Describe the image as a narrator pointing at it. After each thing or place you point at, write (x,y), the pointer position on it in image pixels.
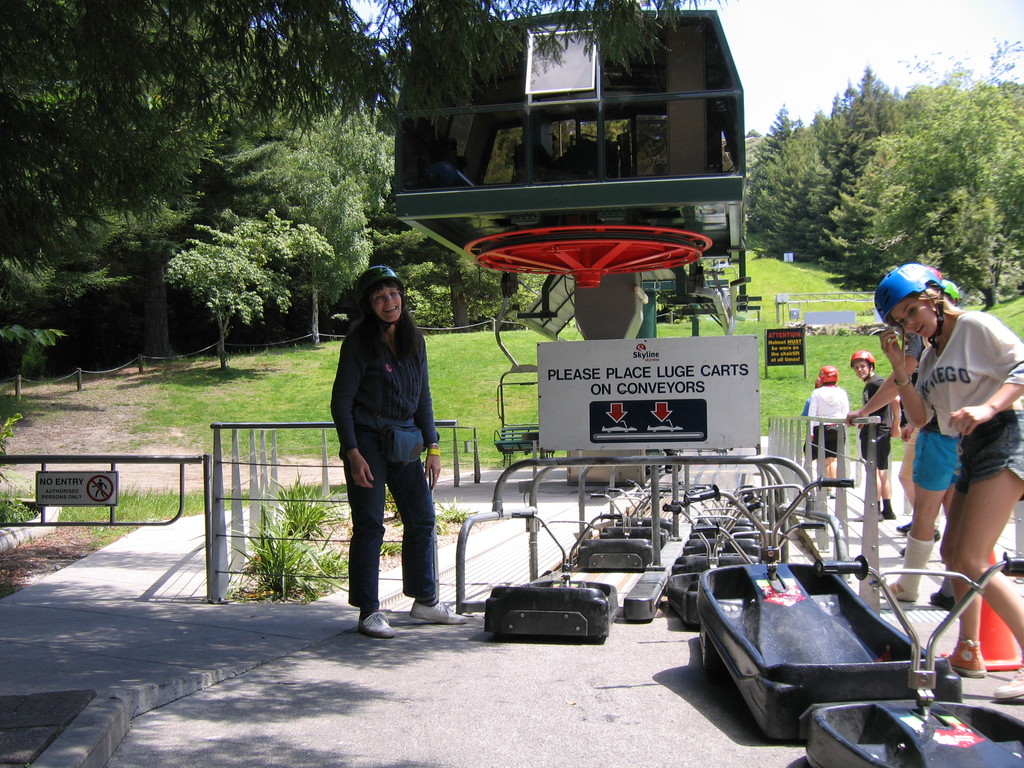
In the picture we can see a path (648,745) with some railing (272,538) and some plants (297,591) near it and beside it we can see some luge carts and some women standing near it wearing helmets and in the background (770,280) we can see a grass surface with some trees (827,123) and sky (835,35).
